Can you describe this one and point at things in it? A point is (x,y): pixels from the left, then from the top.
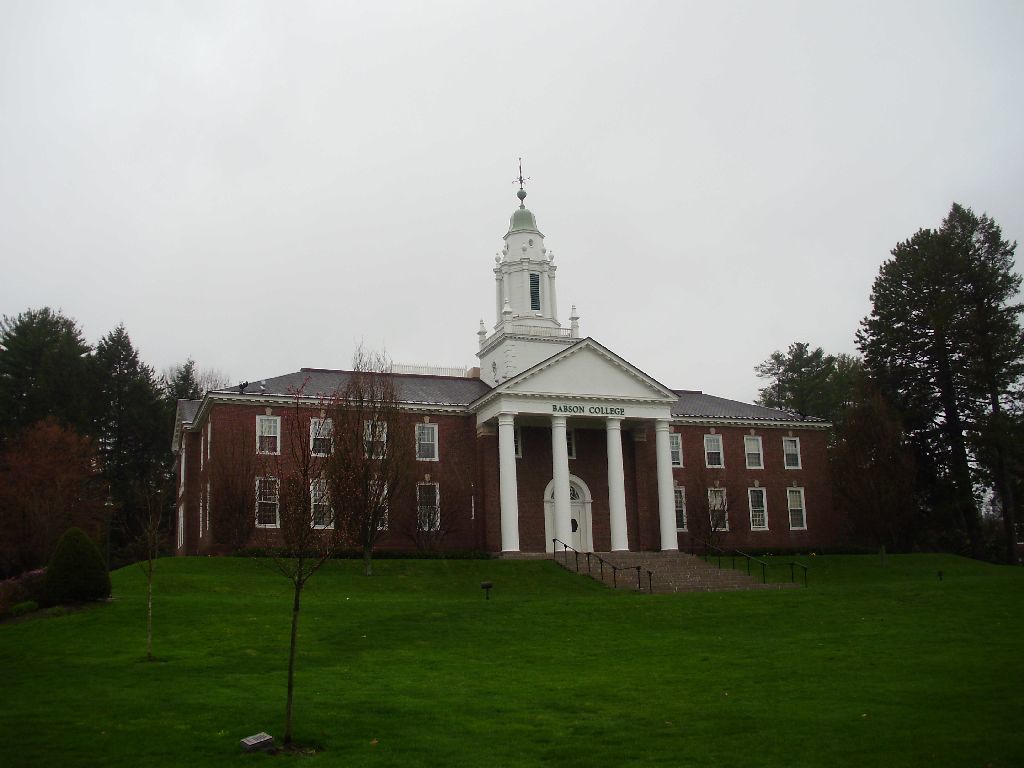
In the center of the image (585,481) there is a building (395,391). On the right (958,210) and left side of the image (132,458) we can see trees (105,410). At the bottom of the image (535,675) there is grass (603,675). In the background (439,96) we can see sky (321,92).
